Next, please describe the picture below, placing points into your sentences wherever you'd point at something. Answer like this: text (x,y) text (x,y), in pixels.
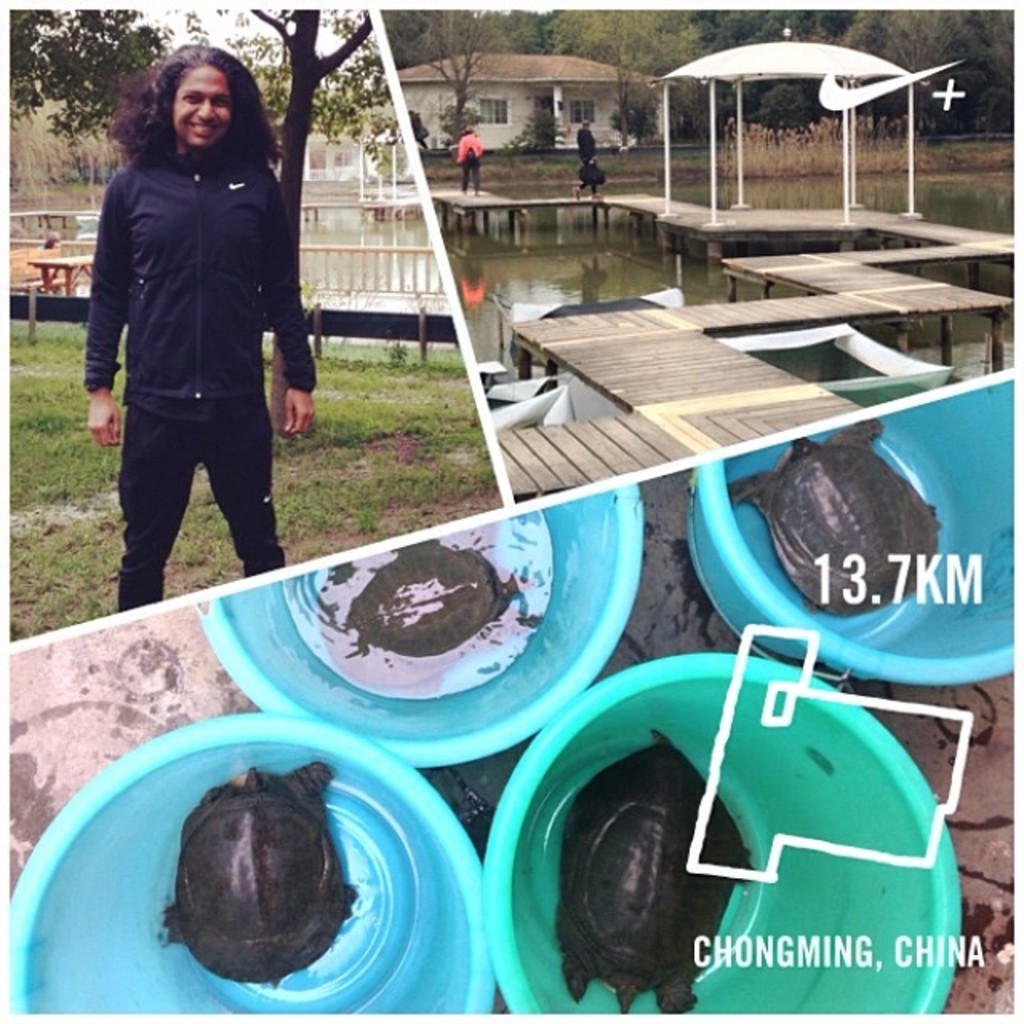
In this image we can see a collage of pictures. On the left side of the image (225,240) we can see a person (225,257) standing on the ground (401,475). In the foreground (415,642) we can see group of animals (837,534) placed in containers (786,878). In the background (792,84), we can see a deck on the water (575,218) a building (603,93), group of trees (745,90), and a shed (839,62).
